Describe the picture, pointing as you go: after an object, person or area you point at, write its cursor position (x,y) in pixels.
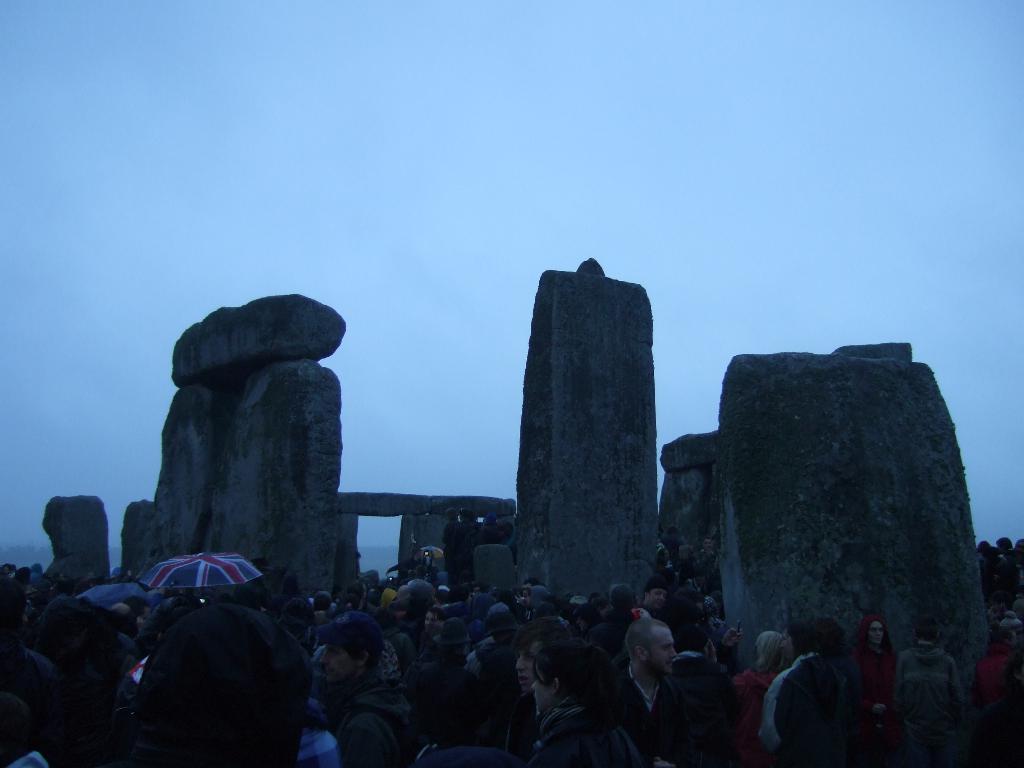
In this image we can see so many people (95,740), there are some rocks (738,414) and umbrellas (99,602) and in the background (324,295) we can see the sky (396,281).
